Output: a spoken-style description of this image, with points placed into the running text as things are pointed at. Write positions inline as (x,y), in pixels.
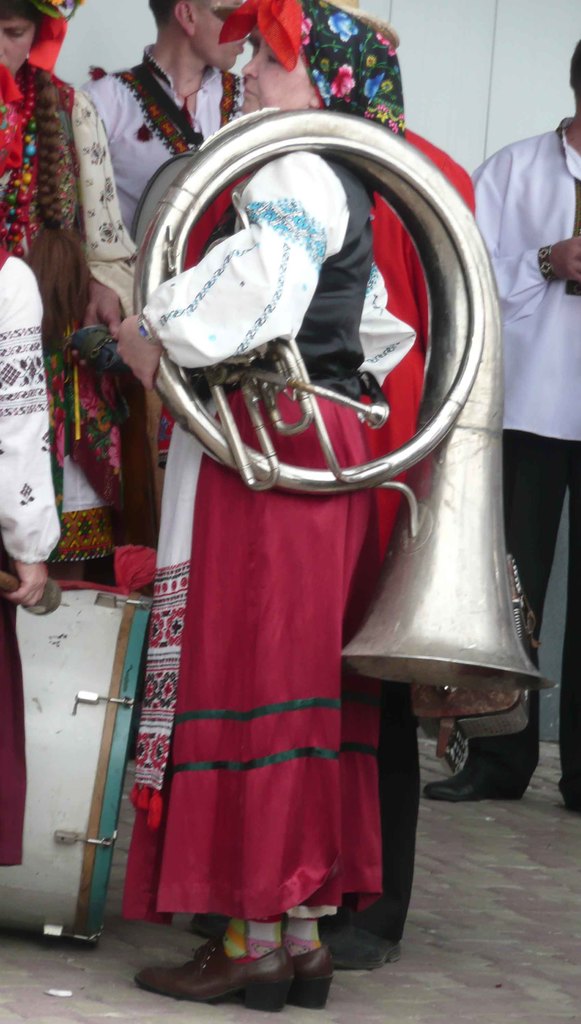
In this image I can see few people (153,305) standing. They are wearing different dress (236,237). One person (246,268) is holding musical instrument (446,473). I can see a drum (99,774) and a white wall (516,92).
